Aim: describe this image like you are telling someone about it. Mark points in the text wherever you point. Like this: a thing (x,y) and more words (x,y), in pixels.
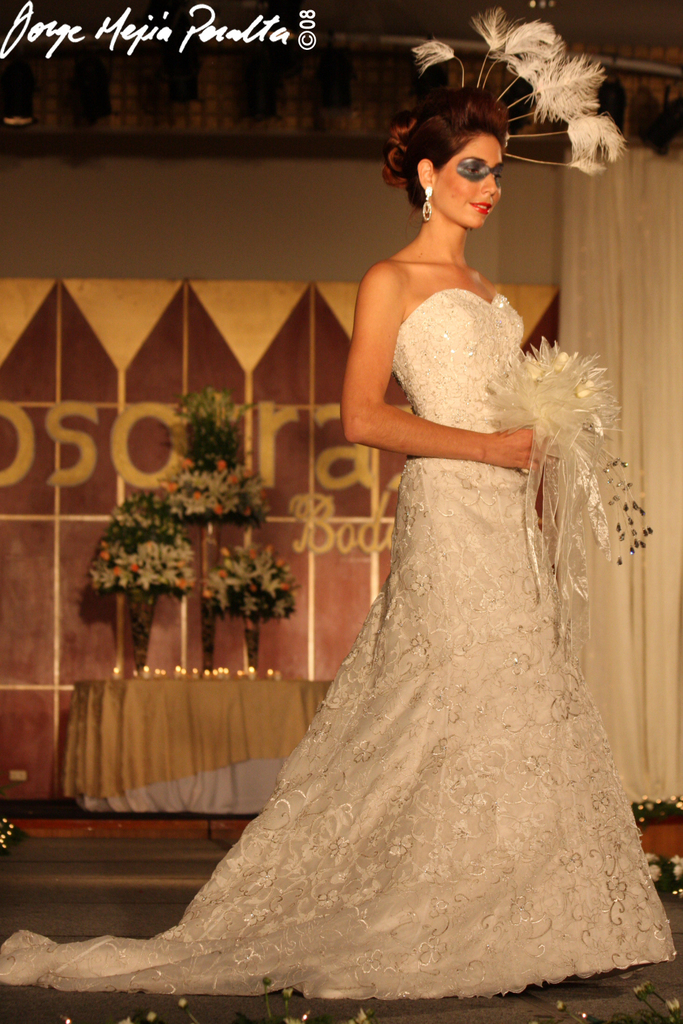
In this image we can see a woman (429,794) standing on the floor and holding an artificial bouquet (551,409) in the hands (510,435). In the background (143,603) there are curtain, flower vases (205,558) and candles (157,670) placed on the table (131,752).
